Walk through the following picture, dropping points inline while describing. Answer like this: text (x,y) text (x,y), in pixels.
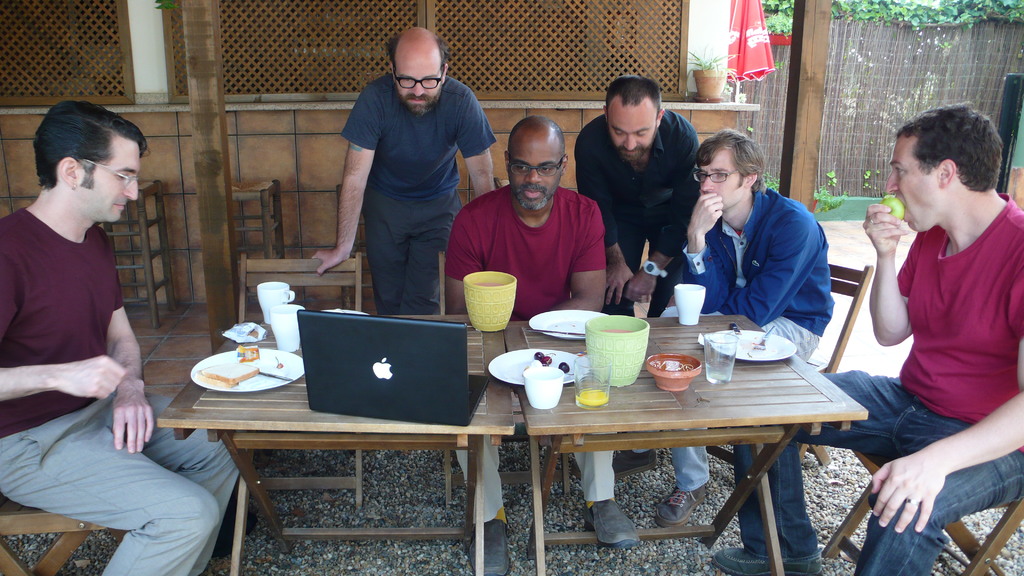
There is a man (74,356). He is sitting on a chair (15,522). He is wearing glass (130,175). There is a table (325,423) in front of him, and there is another table (774,435). There are few other persons (711,288). One person (454,219) is standing over here. There are cups (264,295), laptop (379,369), plates (516,356), there is some food (254,373), there is bread (222,372). This person (875,232) is eating fruit (895,206). It seems they are watching something, they all are watching something. There is an umbrella (753,41), there is a wall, there is some plants (890,12). This is looking like a wooden fence (447,17). This is the floor (189,329). These are the pebbles (357,568).
